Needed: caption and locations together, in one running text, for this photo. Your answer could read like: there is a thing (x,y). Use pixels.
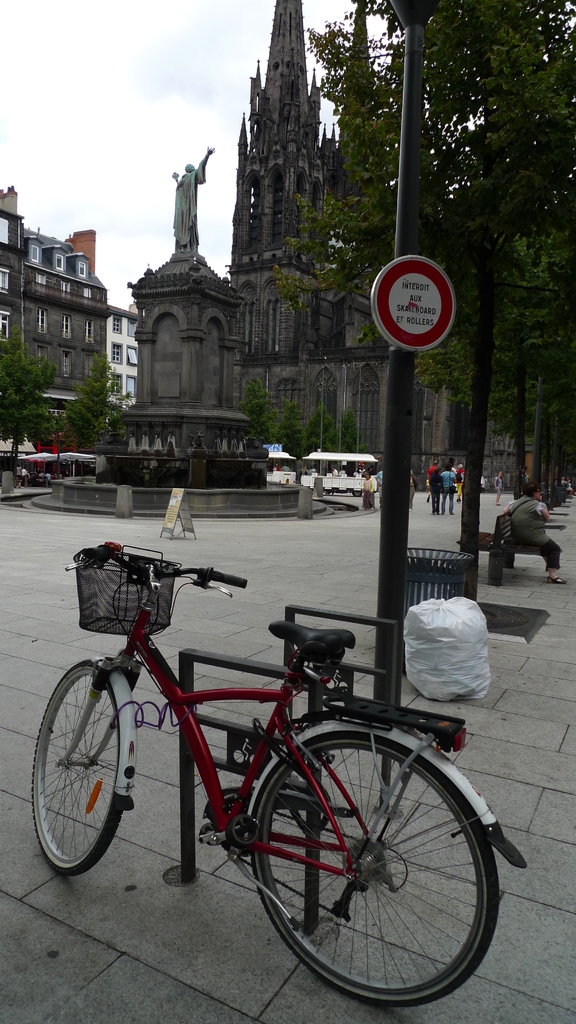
In this image we can see the buildings (78,251), trees (12,395), statue (181,205), tower (285,25) and also the water fountain (208,486). We can also see a bicycle (344,820), poles (413,240), benches (500,539), a plastic cover (436,646) and also the trash bin (440,569). We can also see the person (537,511) sitting on the bench (513,553). In the background (439,496) we can see the people (454,478), vehicles (364,469), some board (175,521) on the path (230,570). We can also see the sky (139,132).
